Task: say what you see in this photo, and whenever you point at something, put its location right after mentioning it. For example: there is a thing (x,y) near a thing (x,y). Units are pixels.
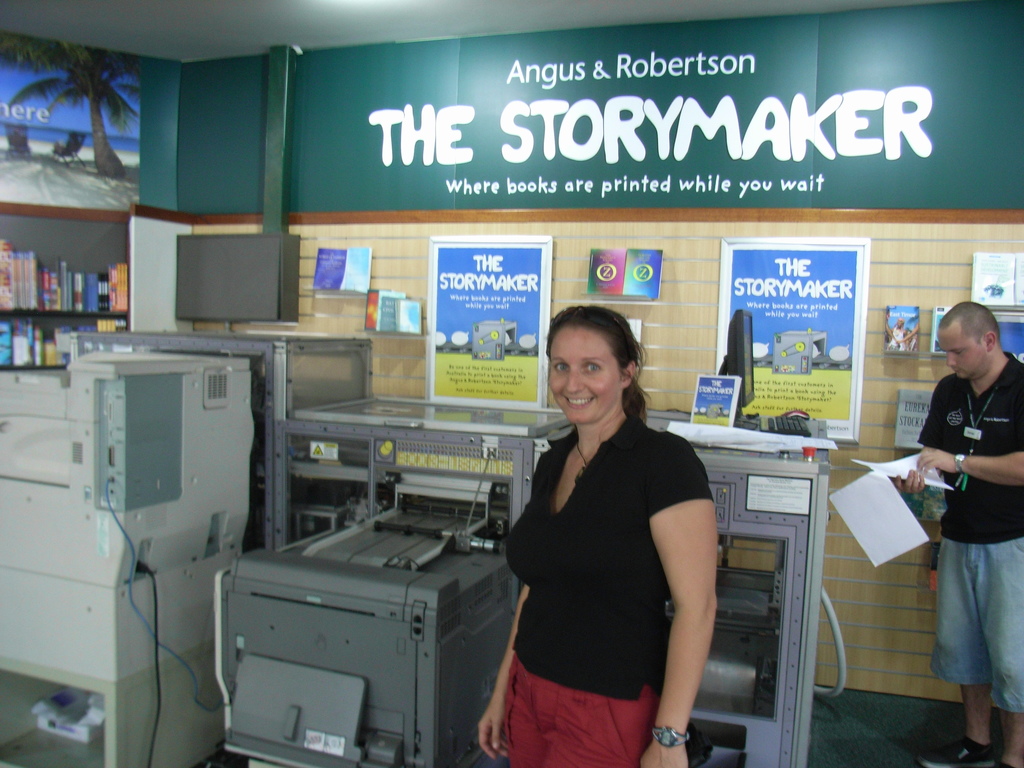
In this image there is a woman (602,525) standing, there is a man (975,490) standing towards the right of the image (989,516), he is holding papers (857,492), there are machines (418,508) that look like a xerox machine (168,541), there is the wall (710,355), there are objects (256,251) on the wall (878,326), there is board (627,146), there is text (553,155) on the board (514,156), there is a shelf (65,319) towards the left of the image (58,298), there are books (98,302) on the shelf (109,313), there is the roof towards the top of the image (174,47).
